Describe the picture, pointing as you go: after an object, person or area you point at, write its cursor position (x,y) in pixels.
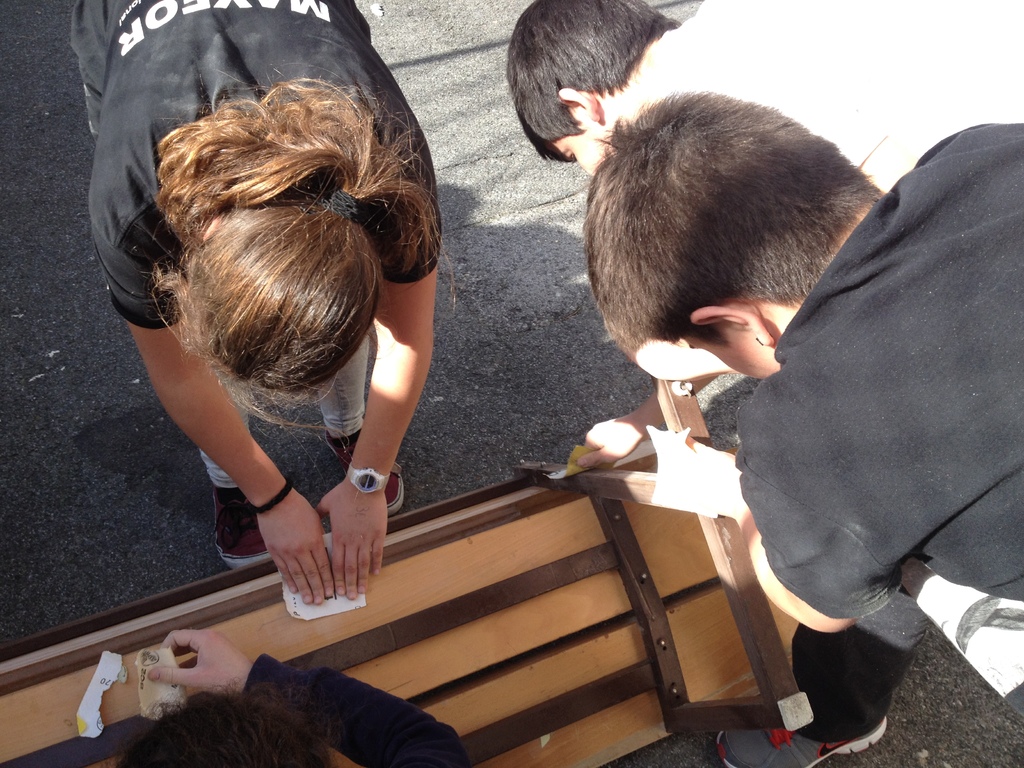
In this image, I can see three people (807,262) standing on the road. At the bottom of the image (284,764), I can see another person (350,730) holding a piece of paper (179,693). This is a bench (529,603).
